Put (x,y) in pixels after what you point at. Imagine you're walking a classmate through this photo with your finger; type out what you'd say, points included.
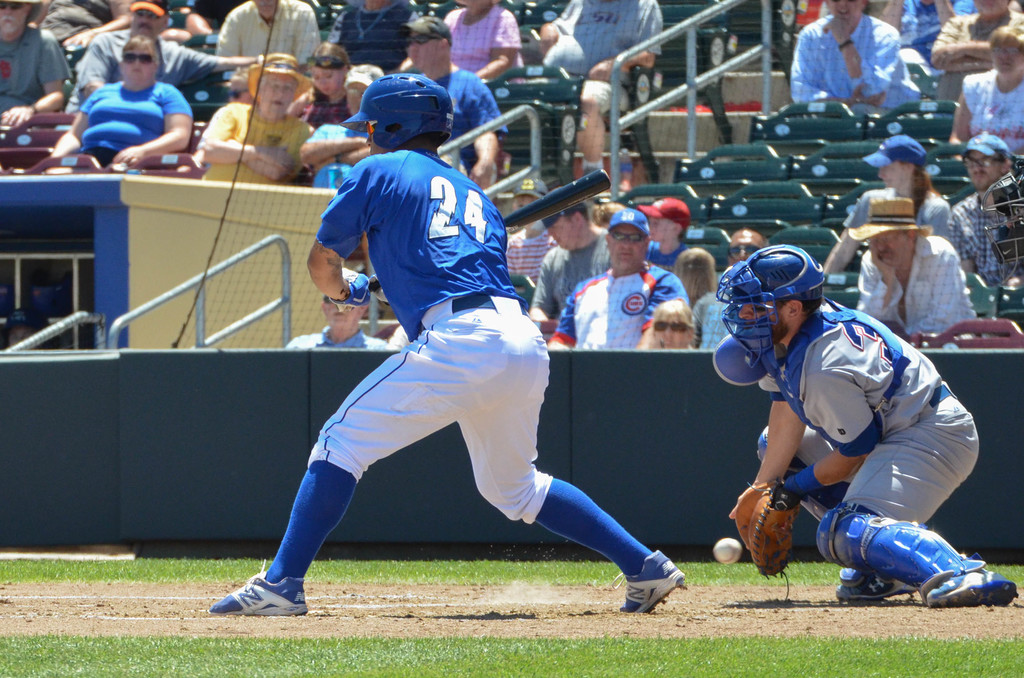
In this picture I can see a person (522,304) standing and holding a baseball bat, there is a ball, there is another person (786,375) in a squat position with gloves (780,514), and in the background (880,101) there are group of people (956,241) sitting on the chairs (711,26), there are iron rods (615,134), there are stairs (753,89).
